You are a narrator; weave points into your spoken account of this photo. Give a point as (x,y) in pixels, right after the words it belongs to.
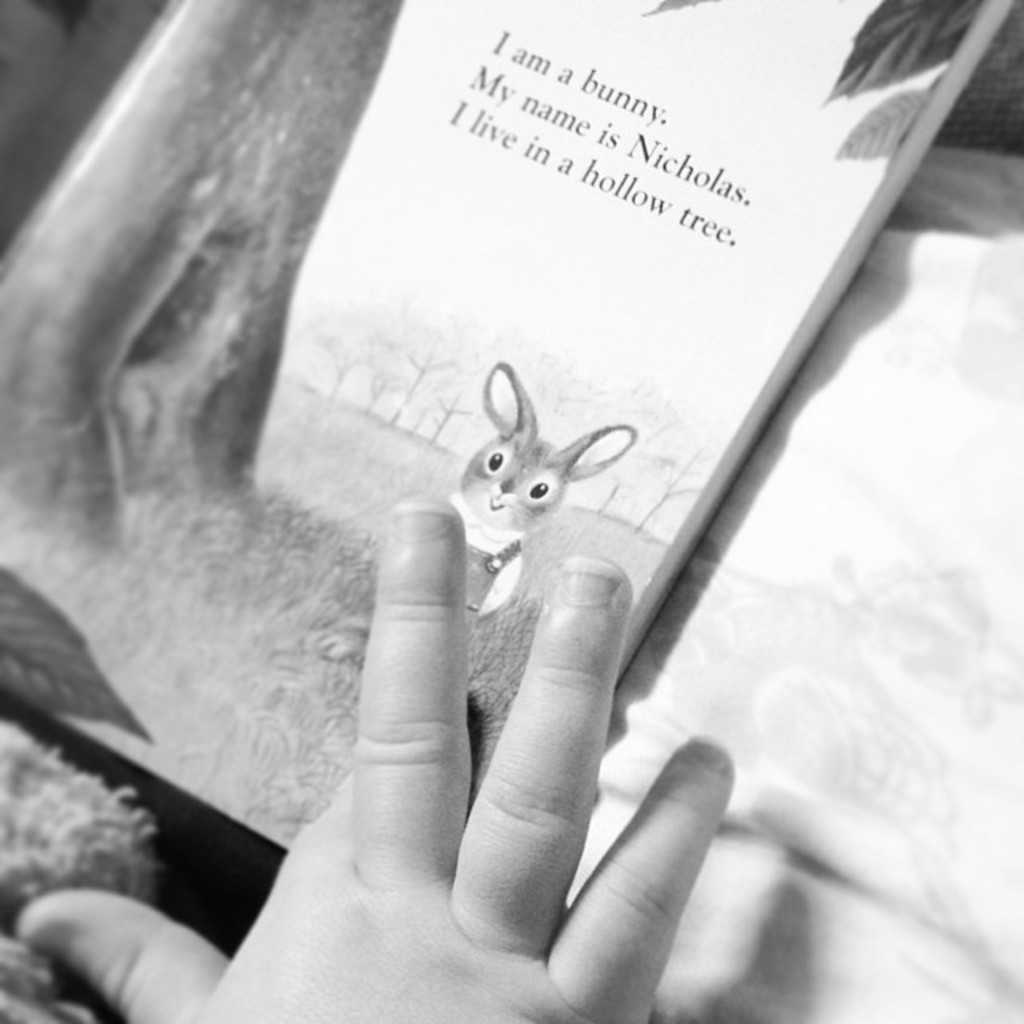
In this picture we can see the close view of the book (525,378) and small baby hand (411,935).
